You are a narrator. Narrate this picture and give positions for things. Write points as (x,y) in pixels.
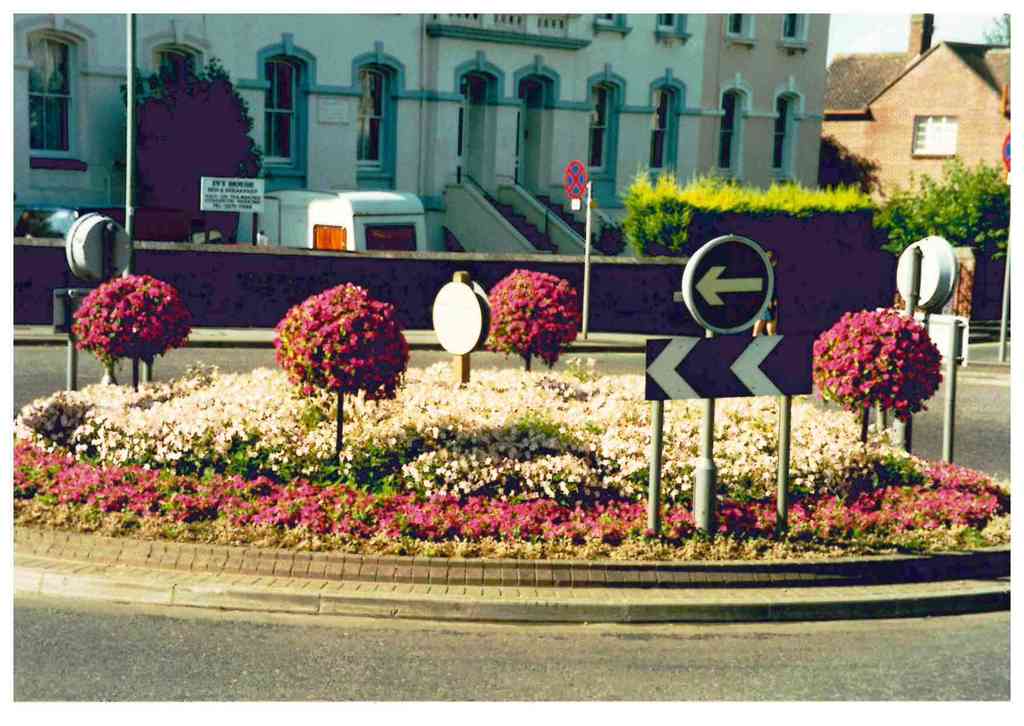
Front we can see signboard (657,353) and plants (565,419) with flowers (377,309). Background (282,132) there are buildings (470,72) with windows (279,76), sign boards (228,191) and trees (243,173).
